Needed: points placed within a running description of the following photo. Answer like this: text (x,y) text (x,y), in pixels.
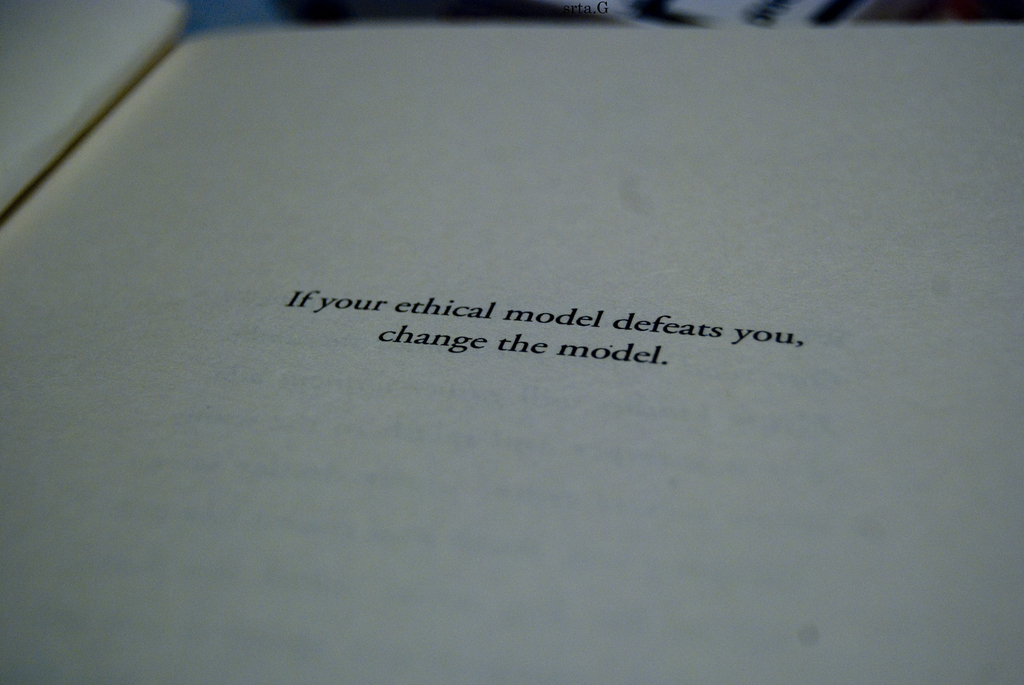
In this picture, we see the text (371,317) printed as "If your ethical model defeats you, change the model". In the background (530,262), it is white in color. This picture might be taken from the textbook.
